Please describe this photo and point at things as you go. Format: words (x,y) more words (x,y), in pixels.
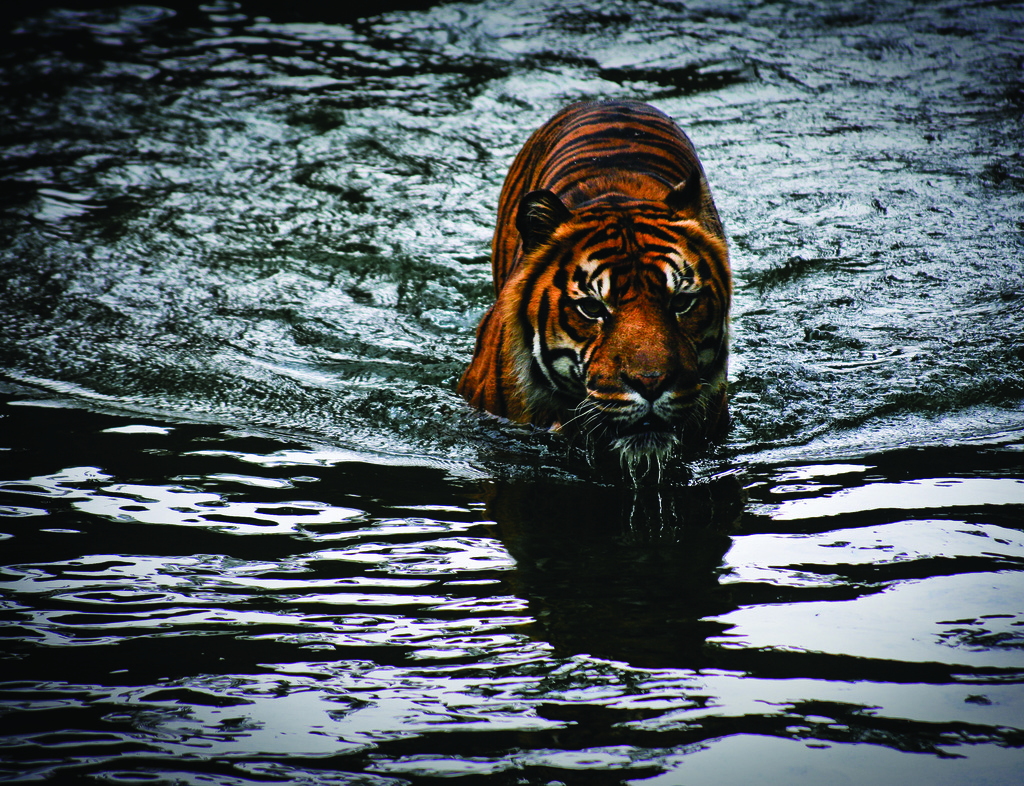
In this picture we can see a tiger (570,375) in the water (954,150).
